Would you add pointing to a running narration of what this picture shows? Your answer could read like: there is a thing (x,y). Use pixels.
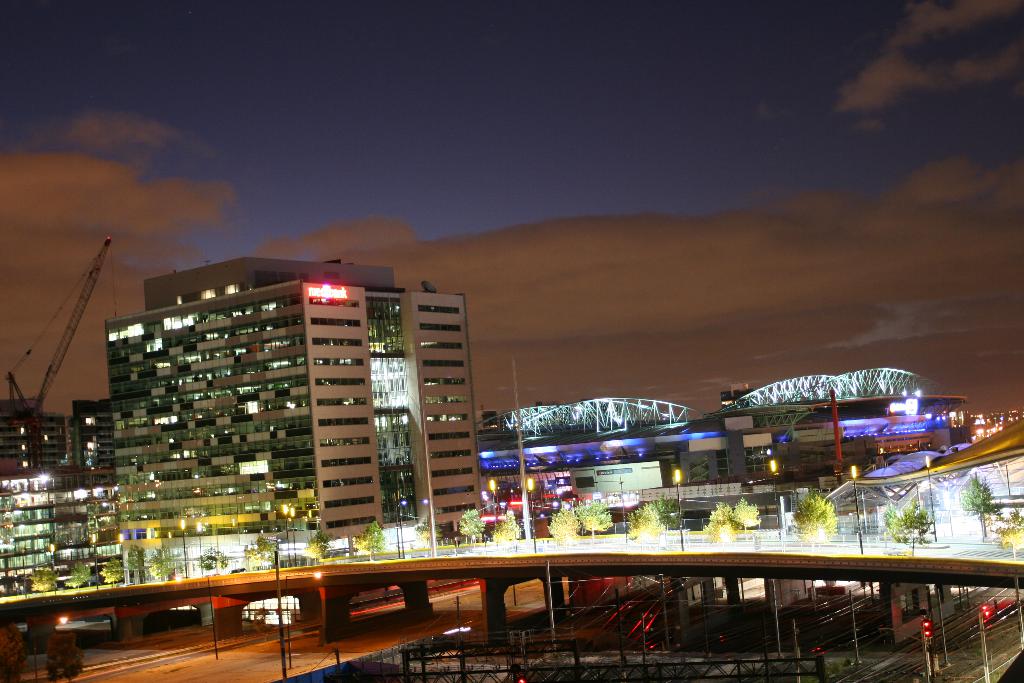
In this image there are buildings (723,421). At the bottom (791,555) there is a bridge (810,557) and we can see poles (1022,648). There are traffic lights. We can see trees (589,523). On the left (31,427) there is a crane (35,413). In the background (462,216) there is sky (745,122).
